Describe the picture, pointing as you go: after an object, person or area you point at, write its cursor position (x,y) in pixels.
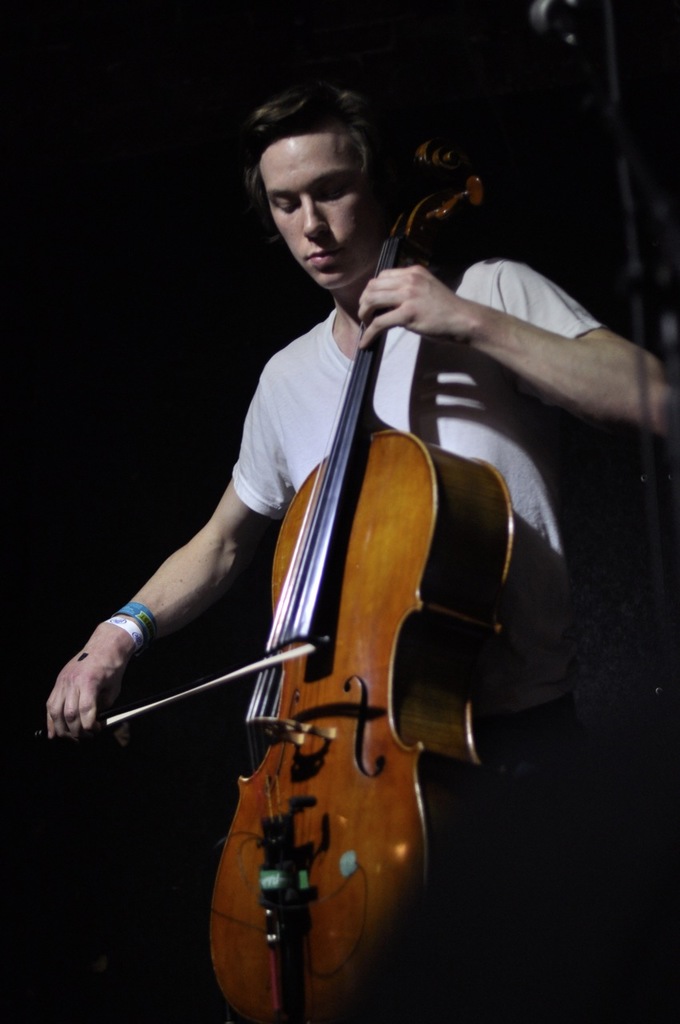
In this image, we can see a person (512,353) who is wearing a white color T-shirt (505,415) is playing a musical instrument (394,879). The background (99,125) is dark.
